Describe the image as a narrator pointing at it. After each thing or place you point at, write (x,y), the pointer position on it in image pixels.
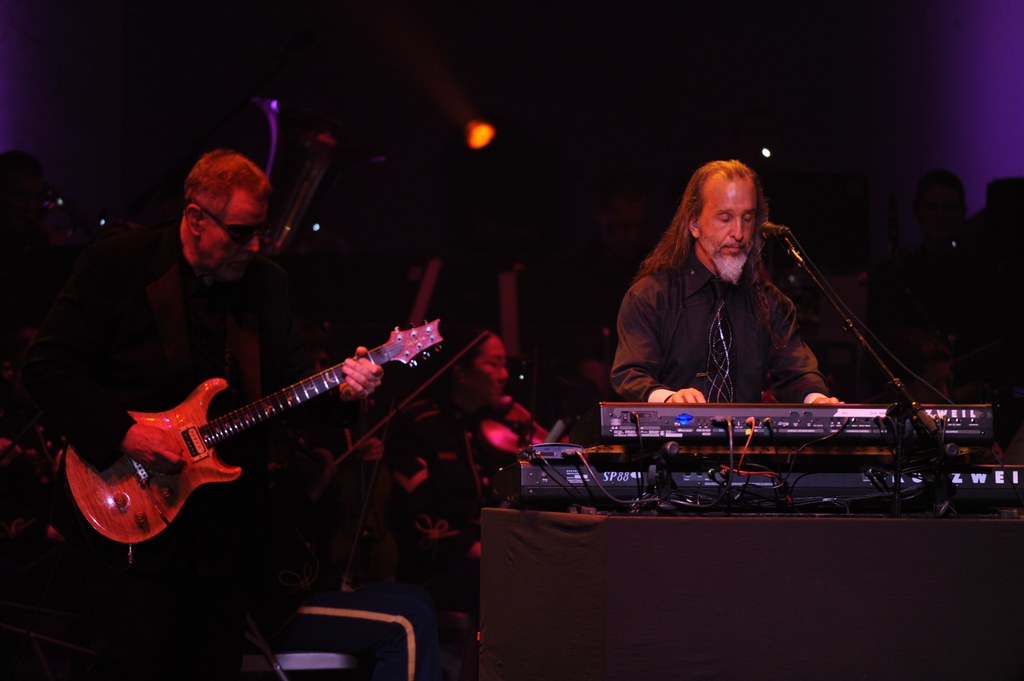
On the left side of the image (101,383) a man (181,357) is standing and playing guitar (229,430). On the right side of the image (755,296) we can see a man (728,327) is playing keyboard (655,410). In-front of him we can see a mic (820,278) and some musical instruments (739,502), table (771,590). In the center of the image (523,415) a woman (472,514) is sitting and playing violin (522,437). In the background (331,215) the image is dark.
